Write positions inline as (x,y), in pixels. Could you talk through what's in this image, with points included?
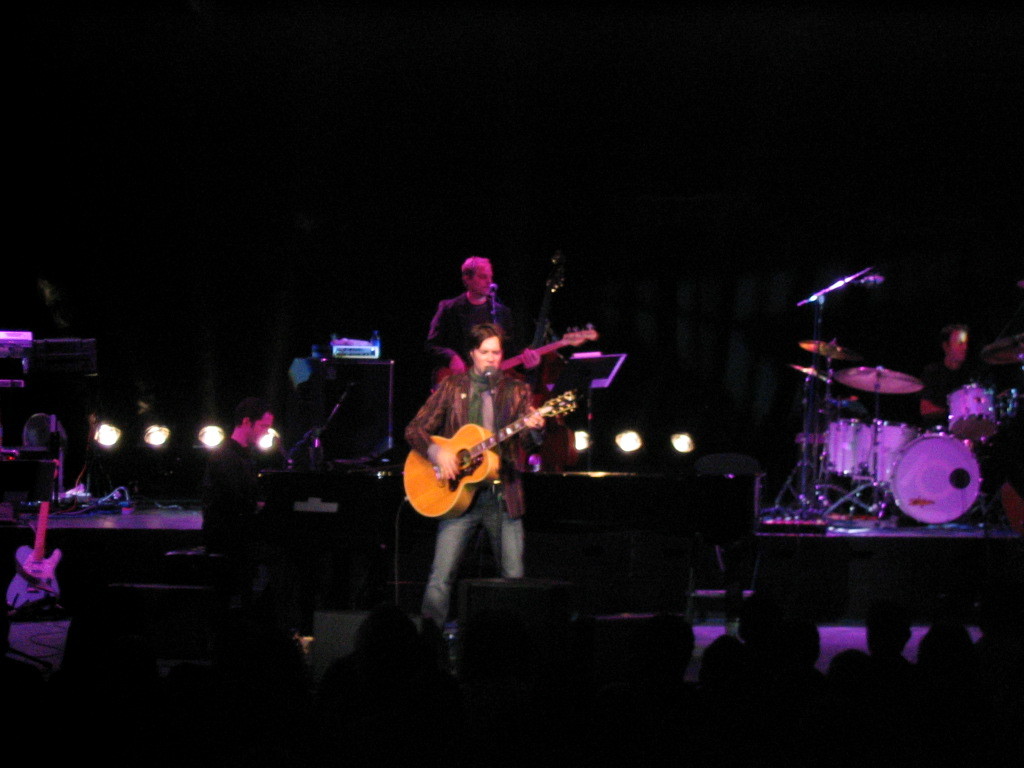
In this image we can see a two persons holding a guitar (565,392) in their hand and singing on a microphone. Here we can see a person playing a snare drum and he is on the right side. Here we can see a person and he is on the left side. Here we can see audience (519,757).
